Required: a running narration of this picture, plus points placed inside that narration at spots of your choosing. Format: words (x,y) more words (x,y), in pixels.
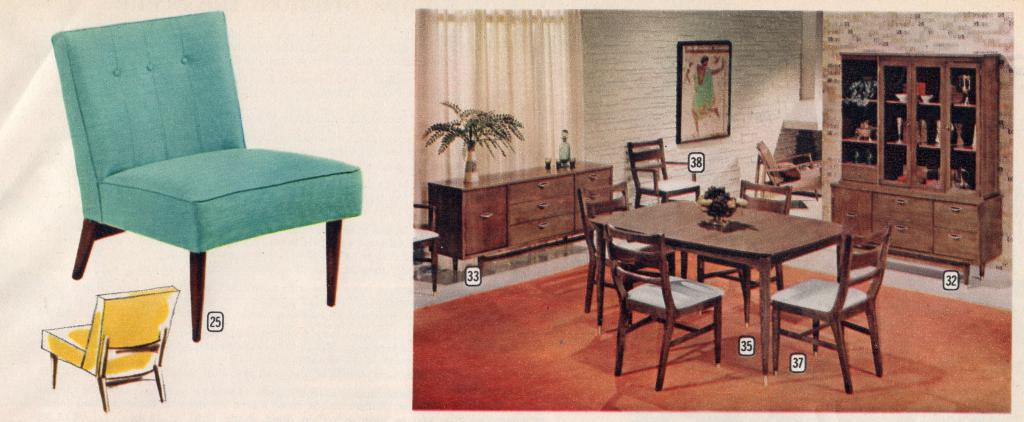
In this Image I see lot of chairs (233,99), table (792,225) over here, a drawer (456,189), cabinet (852,56), curtain (574,106) and a photo frame (719,120) on the wall (778,91).
